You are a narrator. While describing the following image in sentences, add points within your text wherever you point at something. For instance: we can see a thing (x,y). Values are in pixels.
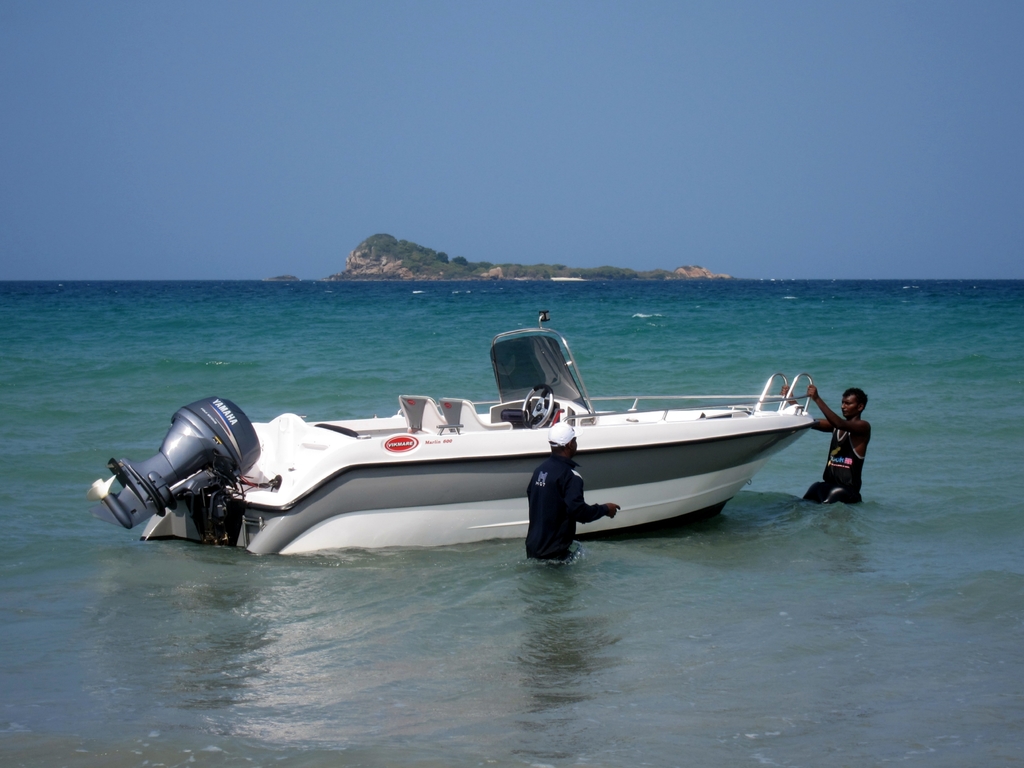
In this image we can see two persons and a boat (261,540) in a large water body (479,545). On the backside (598,154) we can see a mountain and the sky (631,152) which looks clear.
